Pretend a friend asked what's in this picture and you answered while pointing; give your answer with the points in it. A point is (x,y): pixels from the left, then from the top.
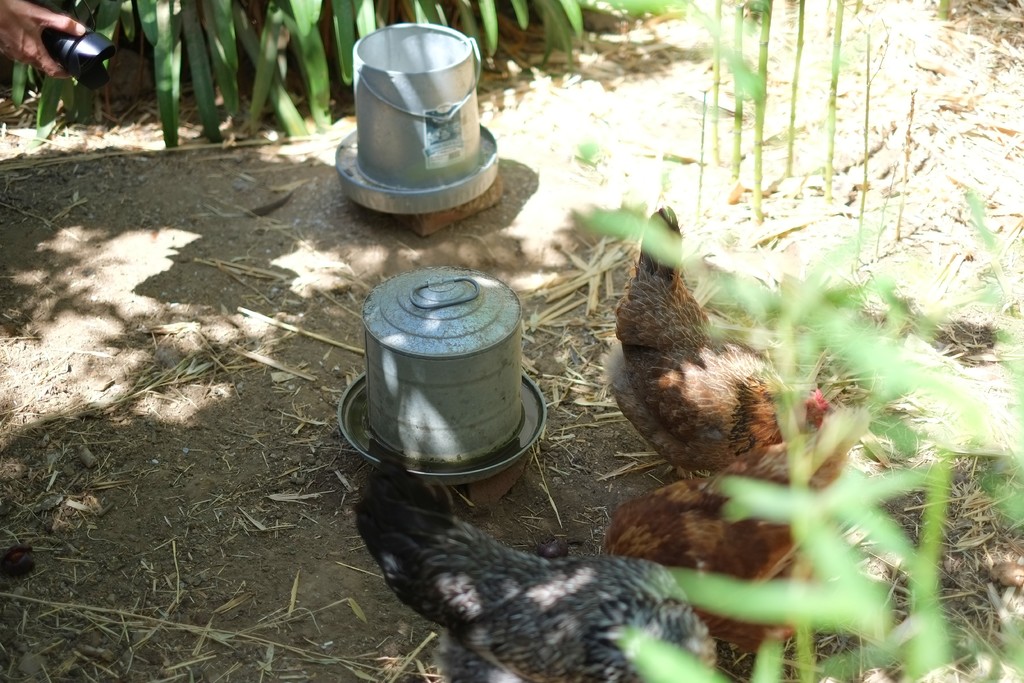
In this image, we can see two containers (433,356). Few hens (659,383) are on the ground (257,624). Here we can see few plants (150,20). Left side (19,40) top corner, we can see human hand (33,44) with black object (80,53).
